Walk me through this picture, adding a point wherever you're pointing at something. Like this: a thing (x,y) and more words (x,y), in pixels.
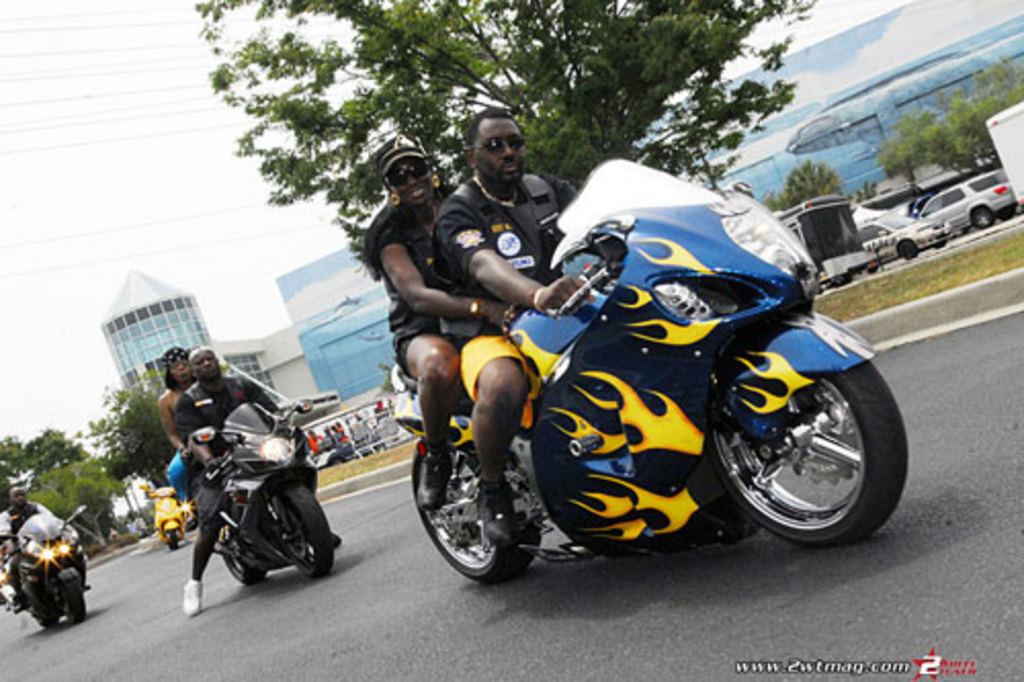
There is a road (527,641) which is of black color and there are some bikes (623,415) on which peoples (426,375) are sitting and in the background (878,130) there is building (851,130) which is blue color and there is grass (919,288).
